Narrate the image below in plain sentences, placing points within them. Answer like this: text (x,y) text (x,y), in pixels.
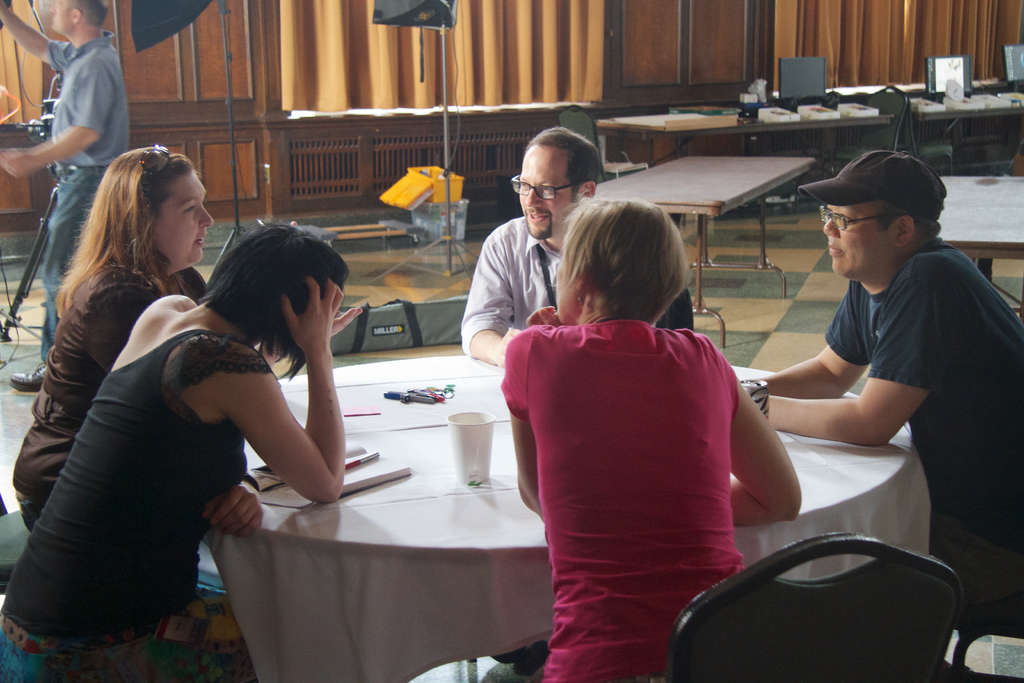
In this picture there are a group of people (576,586) sitting near the table (511,495) and talking with each other.
